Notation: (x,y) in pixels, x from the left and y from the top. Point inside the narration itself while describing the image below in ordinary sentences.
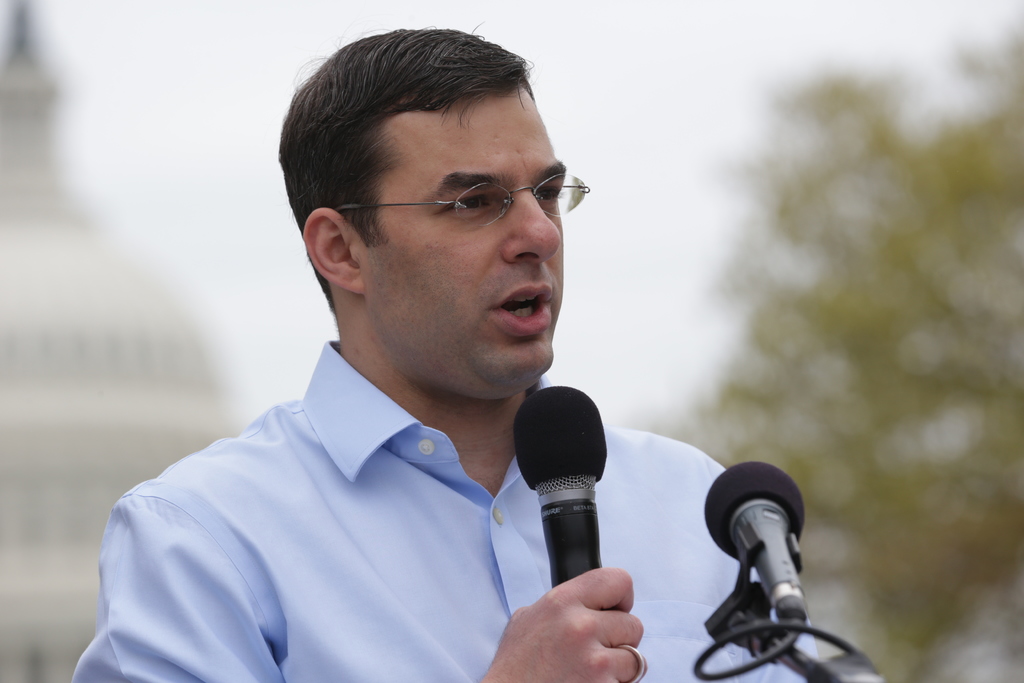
In this picture there is a man (433,338) holding a mic (560,426) in his hand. There is also another mic (731,536). There is a tree (795,447) and a building (139,374) at the background (139,374).
